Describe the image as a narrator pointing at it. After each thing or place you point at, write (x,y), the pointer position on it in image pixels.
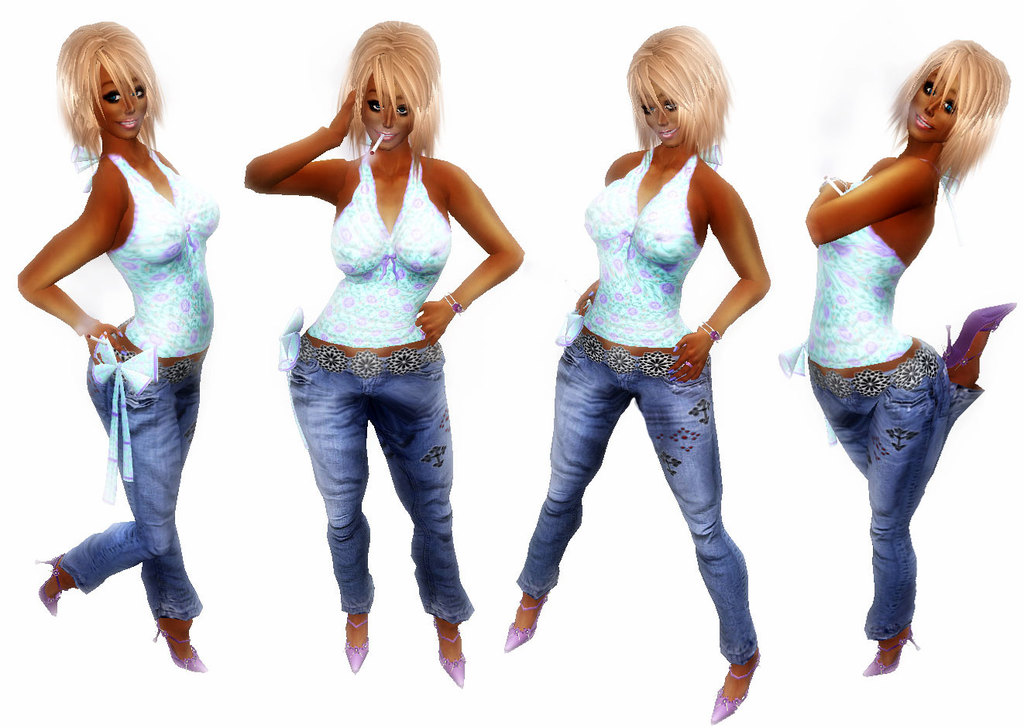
In this image I can see depiction of a woman (660,43) wearing blue top (161,264) and blue jeans (581,436). I can also see white colour in background (1002,552).
